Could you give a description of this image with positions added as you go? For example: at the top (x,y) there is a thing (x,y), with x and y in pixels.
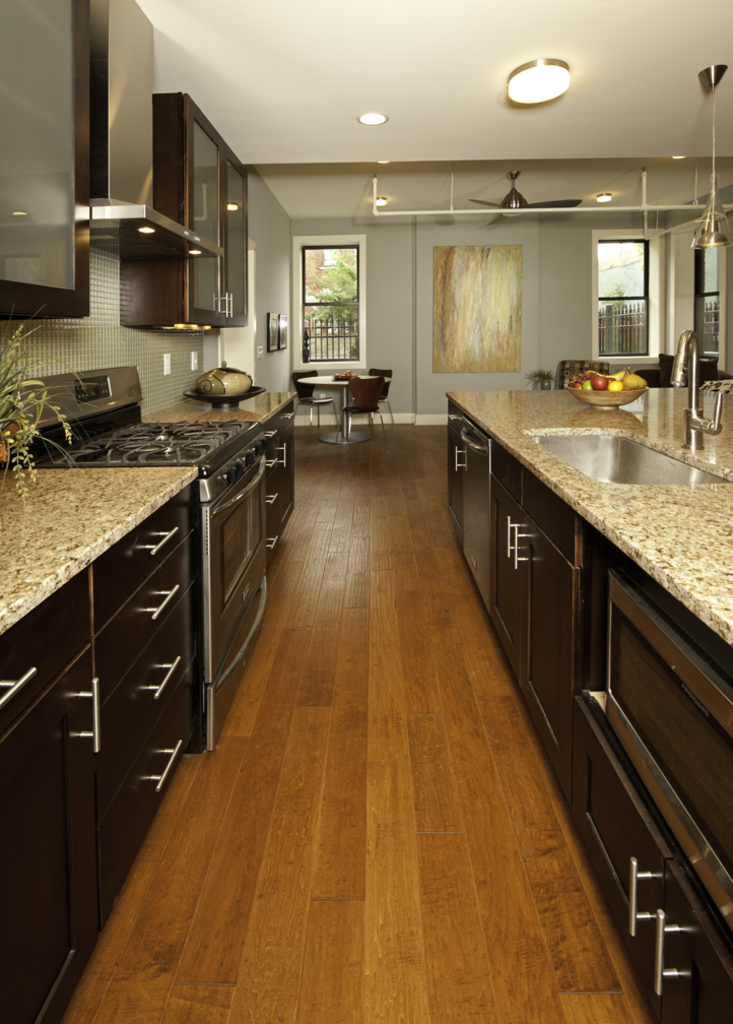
In this image I can see the countertop (622,506). On the counter top (718,456) I can see the bowl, in the bowl (643,388) I can see different fruits (591,388) and I can also see the stove (204,473) and an oven (232,507), few chairs (317,398) and a table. I can also see few cupboards (16,185) in brown color, few windows (337,275) and the wall (404,264) is gray color.
